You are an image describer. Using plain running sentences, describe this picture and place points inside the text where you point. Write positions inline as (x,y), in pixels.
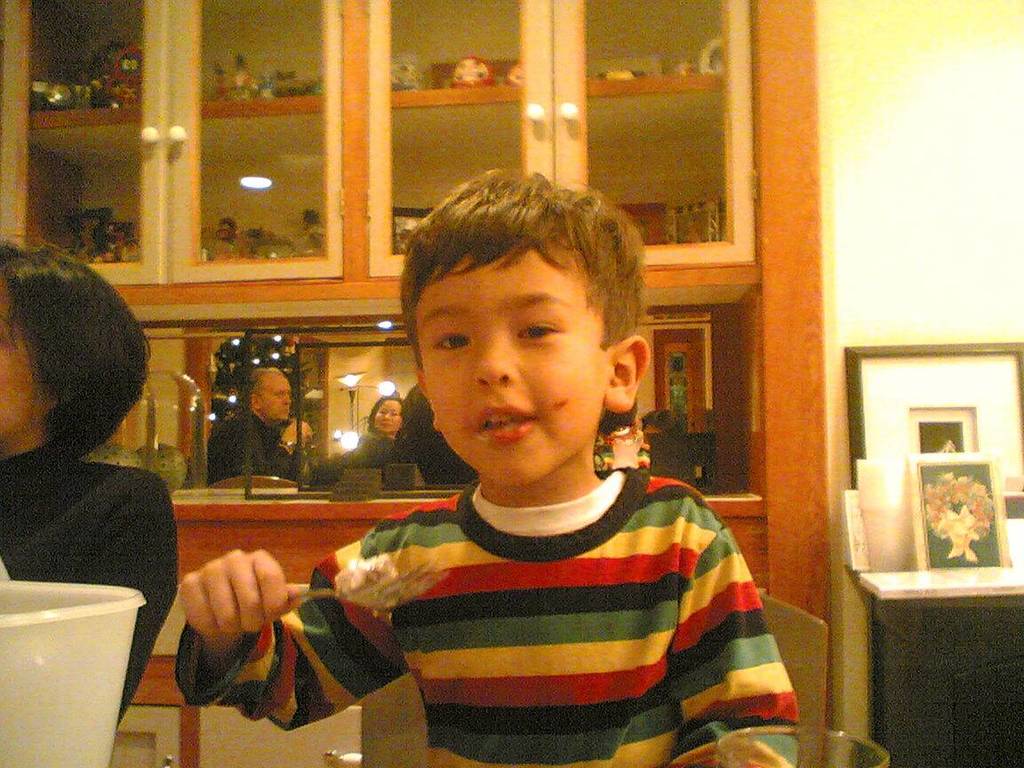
Here we can see a kid (559,482) eating food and there are few persons (35,523). In the background (552,103) we can see cupboards (671,158), wall (825,73), frames (997,422), toys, lights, and glass (318,398).
